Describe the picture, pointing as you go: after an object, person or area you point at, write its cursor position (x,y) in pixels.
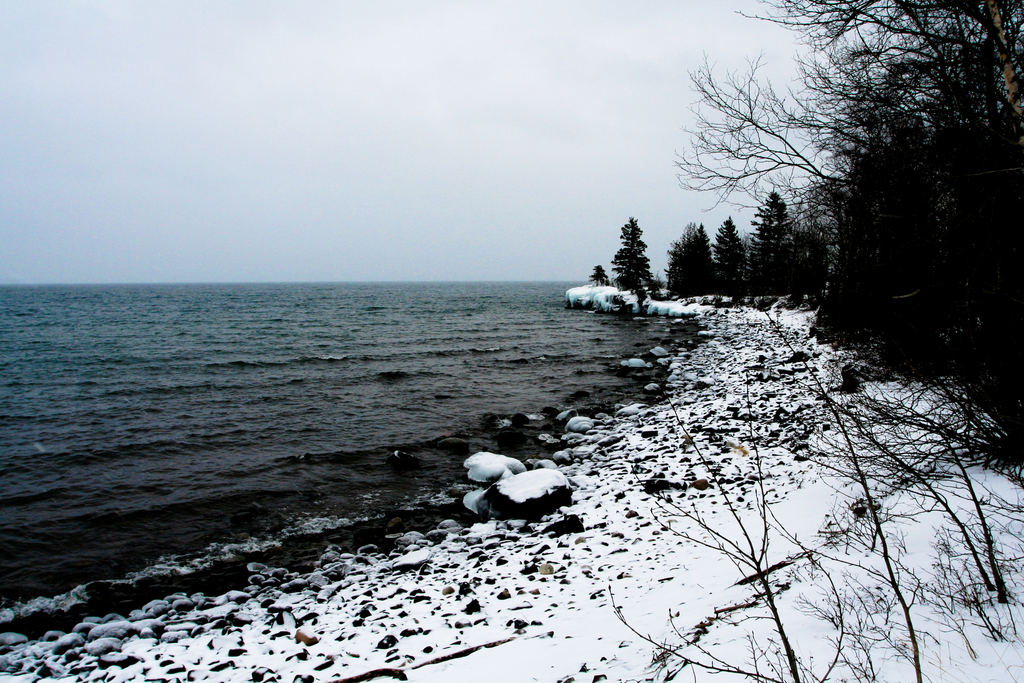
In this image I can see the water (268,349), few rocks (456,450), the snow (593,482) and few trees (866,217) on the snow (719,318). In the background (571,223) I can see the sky (404,112).
